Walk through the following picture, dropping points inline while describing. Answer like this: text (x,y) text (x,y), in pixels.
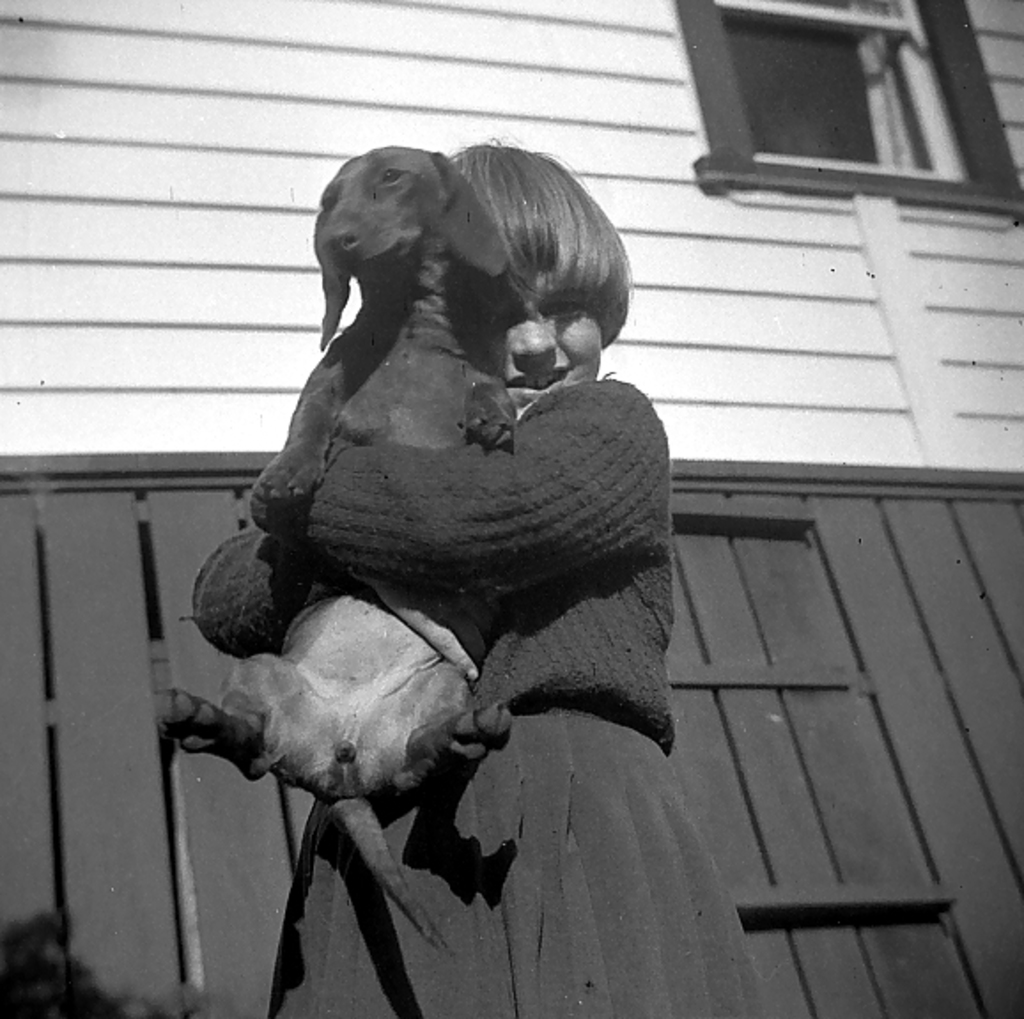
in this image the girl (582,391) is holding the dog (423,327) and she is wearing a sweater (582,703) and skirt (610,893) and the background (765,358) is bright.
